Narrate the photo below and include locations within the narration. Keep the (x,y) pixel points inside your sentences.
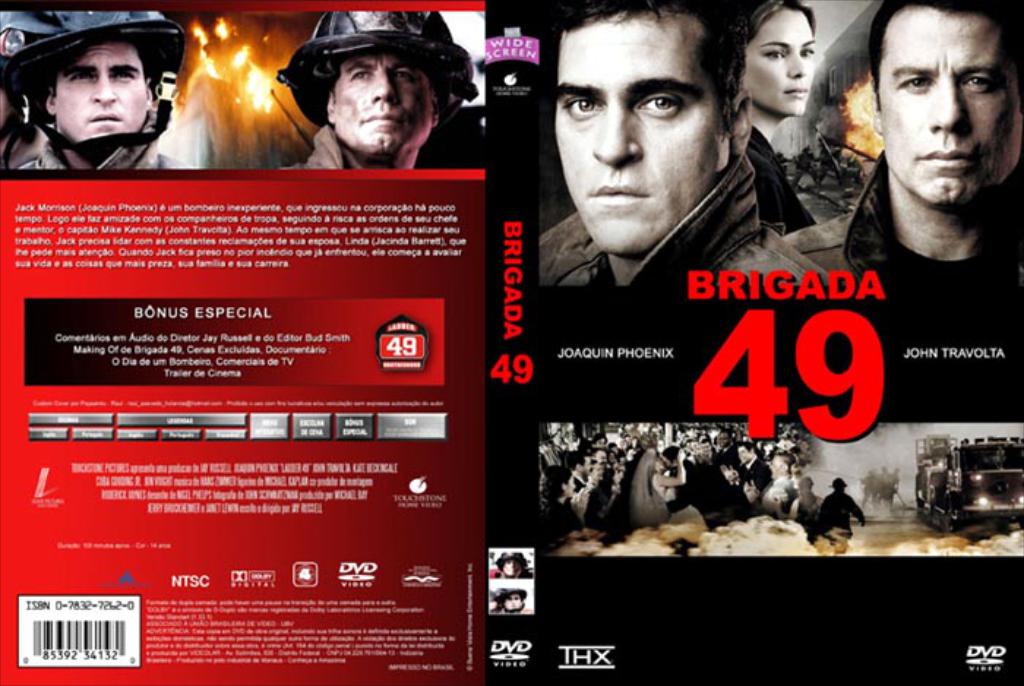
This is a DVD cover in the center (390,338) there is some text (228,512) and on the top (921,117) there are some persons (720,147), on the right side (813,493) there are some vehicles (954,494) and some persons (802,510).
